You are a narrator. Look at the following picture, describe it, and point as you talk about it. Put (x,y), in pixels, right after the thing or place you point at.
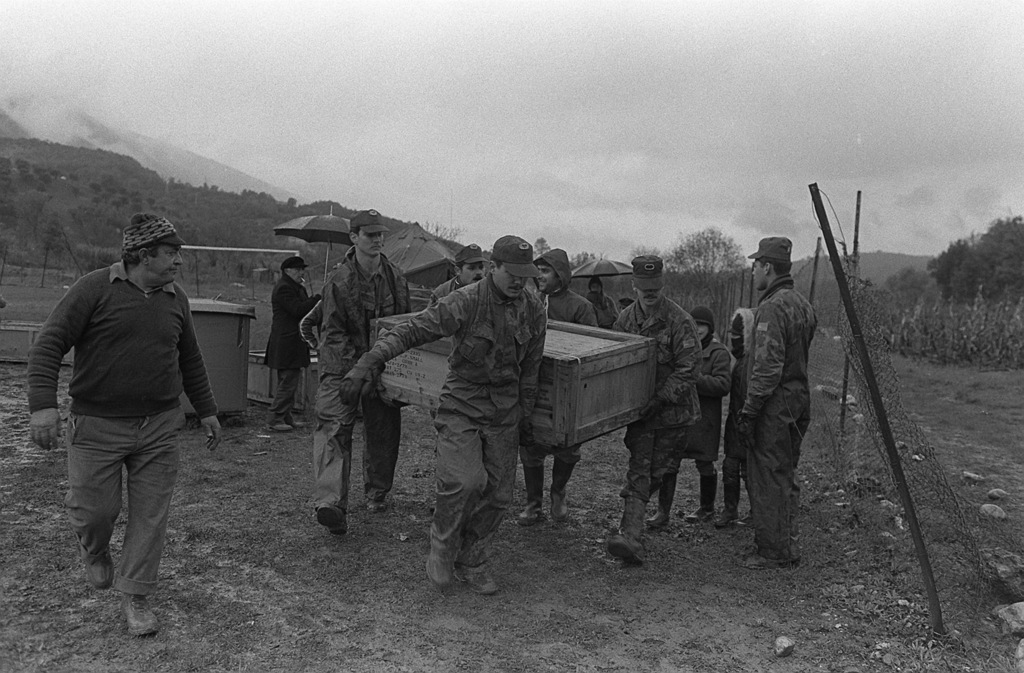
In this picture we can see a group of people (473,524) where some are carrying box (613,407), fence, umbrellas (596,267) trees (719,246), mountains (59,209) and in the background (345,111) we can see the sky (580,125) with clouds (684,100).
